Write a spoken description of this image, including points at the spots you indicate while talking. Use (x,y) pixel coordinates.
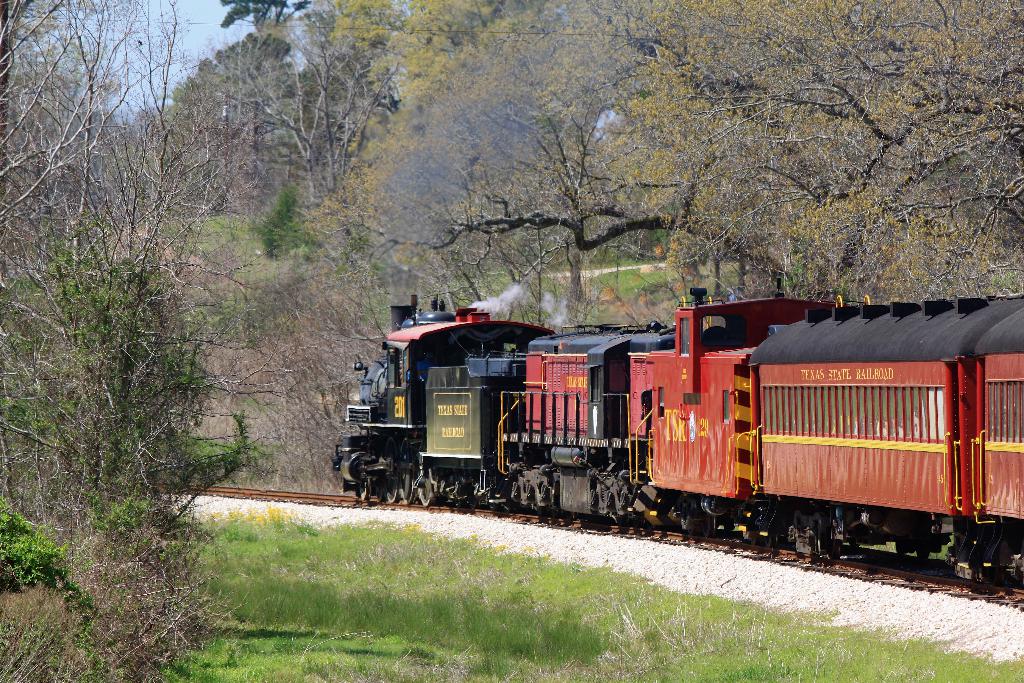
In this picture we can see a train (890,473) on the track (967,593). Here we can see grass (456,561) and plants (69,664). In the background (388,203) there are trees (315,58) and sky (163,14).
